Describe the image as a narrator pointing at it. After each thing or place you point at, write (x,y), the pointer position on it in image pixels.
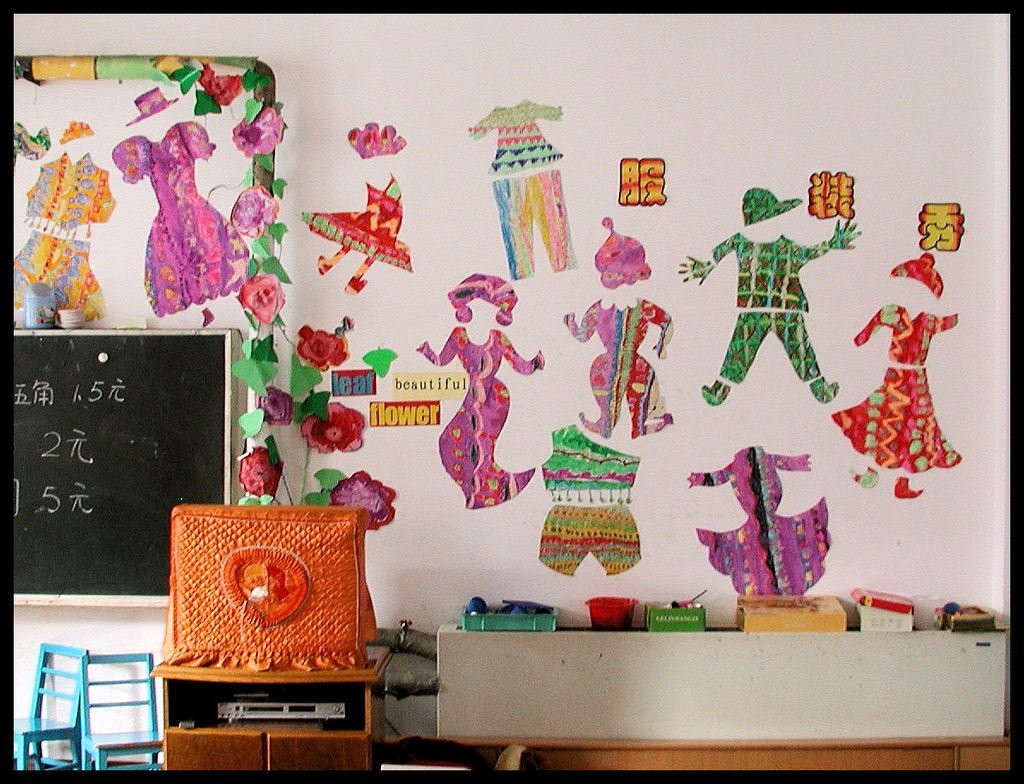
In the center of the image (362,519) we can see tables (557,651), one board (47,460), baskets (599,625), boxes (841,606), one orange color object (332,593), chairs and a few other objects (283,716). In the background (434,549) there is a wall (516,576). On the wall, we can see a few colorful stickers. And we can see some colorful stickers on the rod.
